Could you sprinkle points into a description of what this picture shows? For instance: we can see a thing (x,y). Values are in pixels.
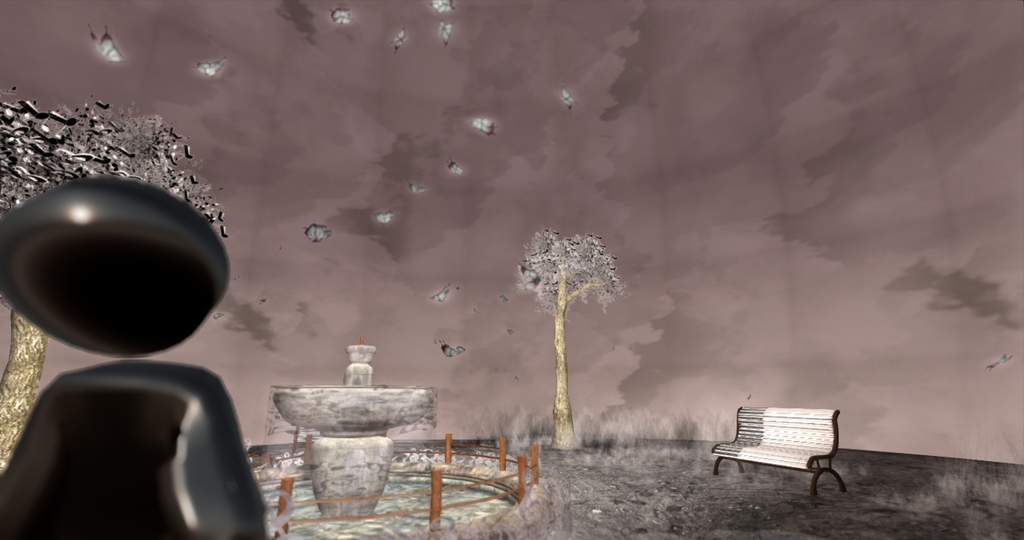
In this image there is a bench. There are trees (3,143). There is a fountain (302,388). On the left side of the image (184,242) there is a black color object (148,422). In the background of the image (343,139) there are some objects (217,65) in the air (450,322) and there is sky (816,150).
